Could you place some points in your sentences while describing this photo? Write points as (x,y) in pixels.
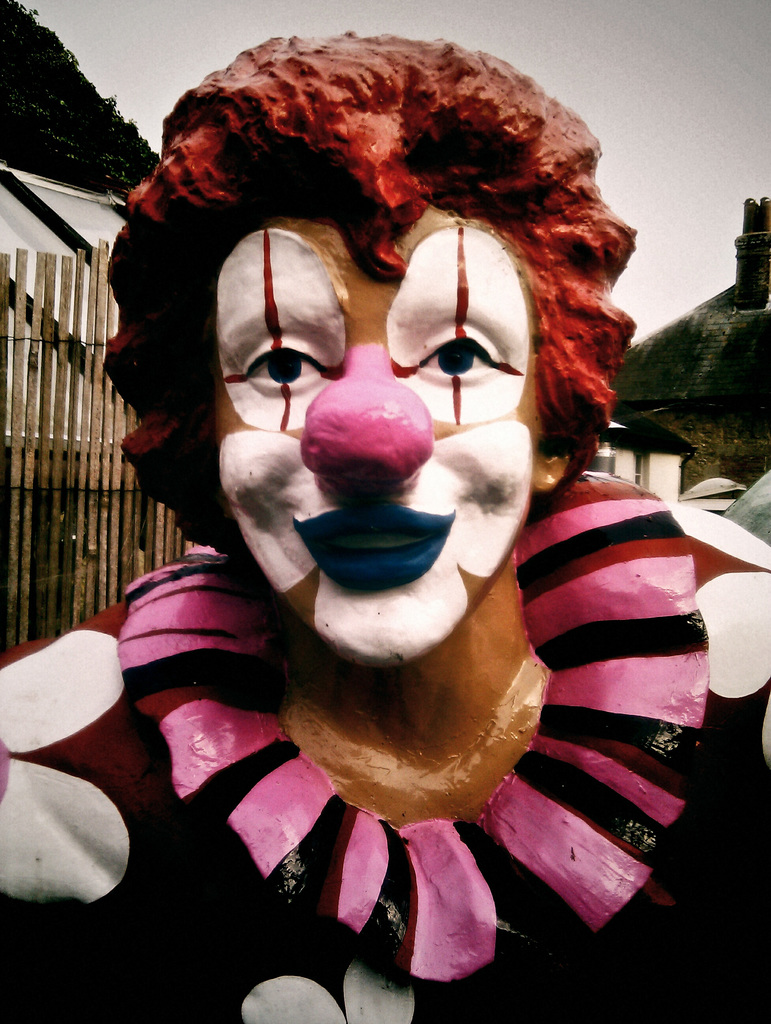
This image is taken outdoors. At the top of the image (579,36) there is the sky (648,226). In the background (685,382) there are two houses (700,378) and there is a wooden fence (44,277). In the middle of the image (340,499) there is a statue of a joker (383,653).
